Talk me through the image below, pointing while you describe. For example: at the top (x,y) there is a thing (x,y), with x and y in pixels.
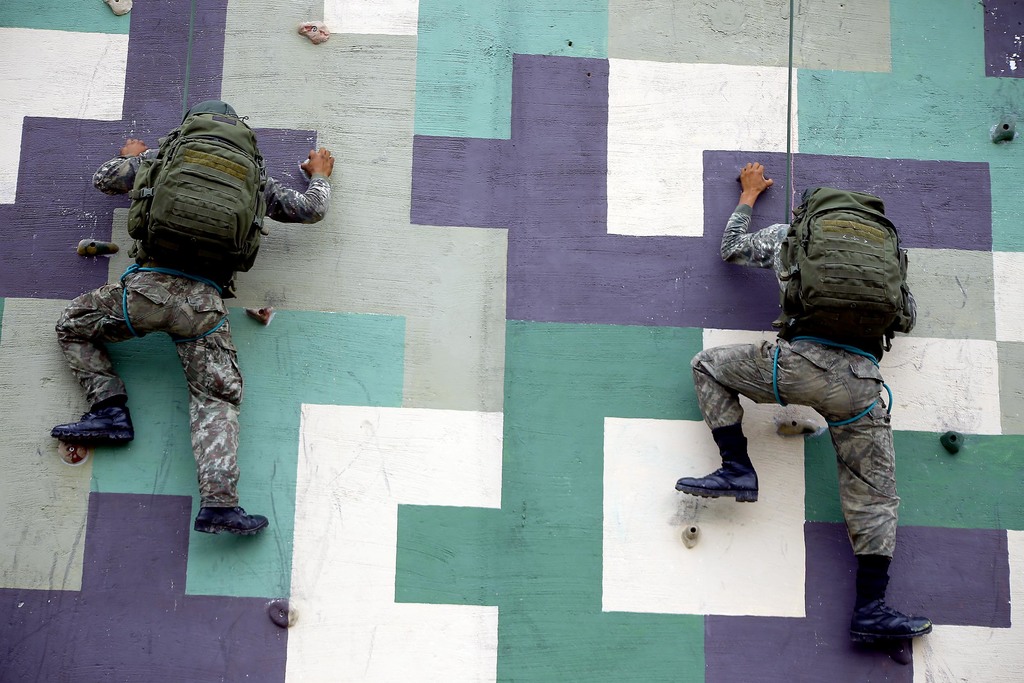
In this image I can see two people (93,403) with military uniform (316,213) and the bags (224,284). I can see these people (207,391) are climbing the wall (520,454). I can see the wall (467,396) is in green, purple, white and ash color.
